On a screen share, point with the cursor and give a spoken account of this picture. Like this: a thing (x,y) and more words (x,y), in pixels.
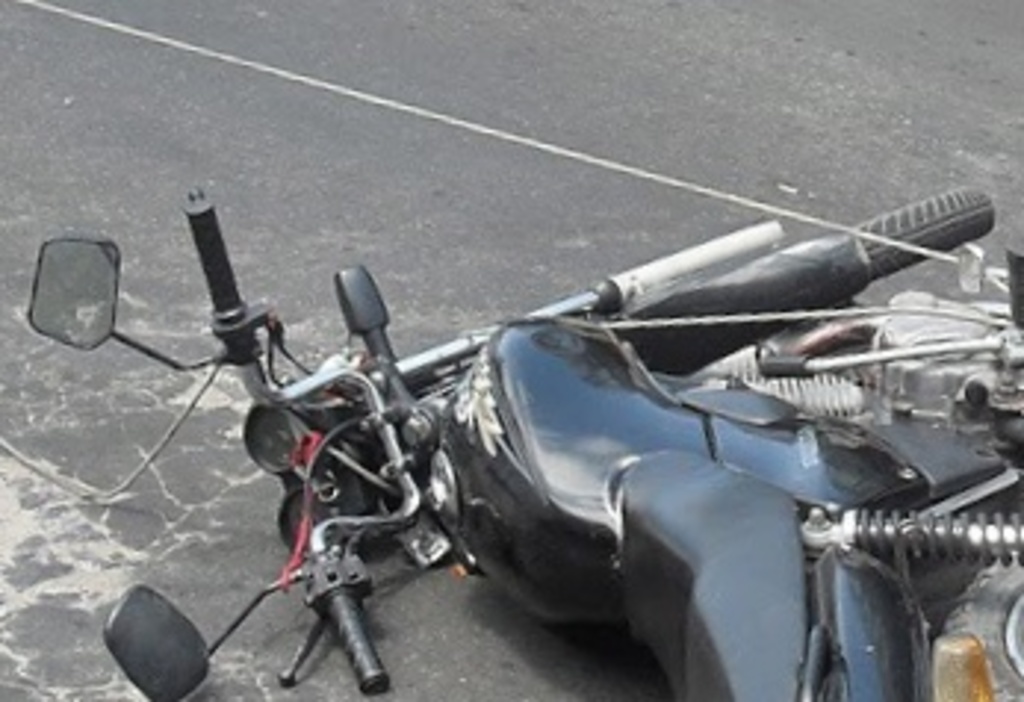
In this image we can see a motor vehicle (591,474) fell down on the road (586,227).
